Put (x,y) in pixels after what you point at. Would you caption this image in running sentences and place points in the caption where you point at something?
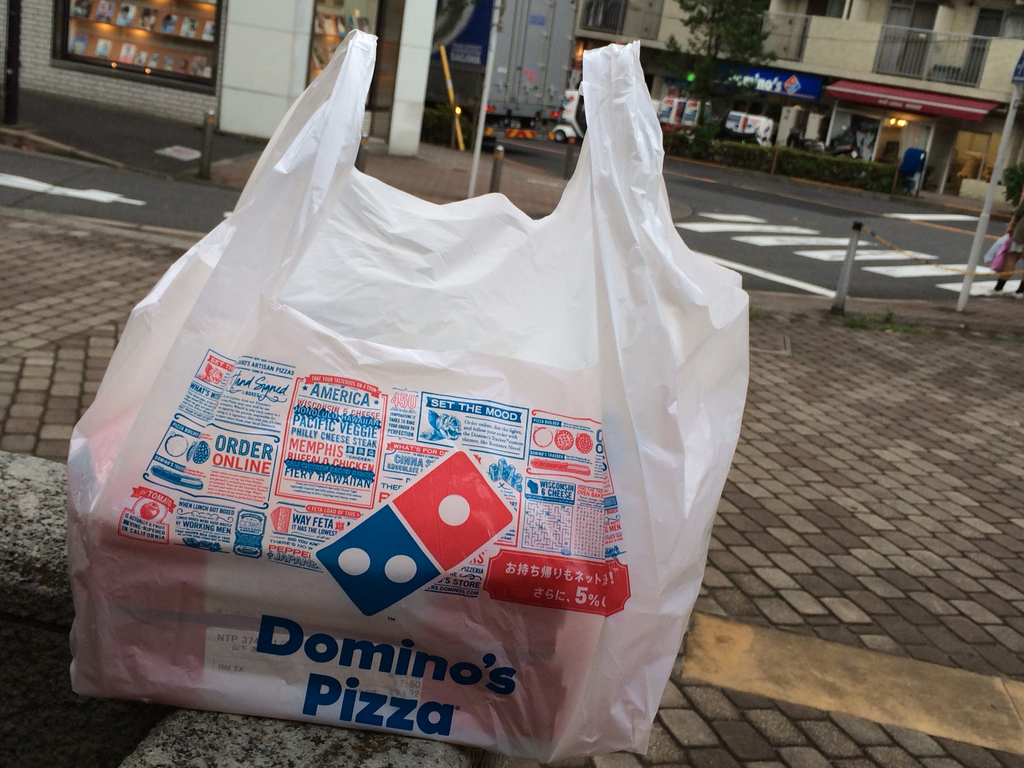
We can see cover (528,564) on the surface (795,593), poles (973,271), tree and there is a person (1019,259) standing and holding covers (991,254). In the background (425,68) we can see vehicles (527,28) on the road (701,180), buildings (676,3), plants (734,147), tree (751,29) and railings (906,75).
